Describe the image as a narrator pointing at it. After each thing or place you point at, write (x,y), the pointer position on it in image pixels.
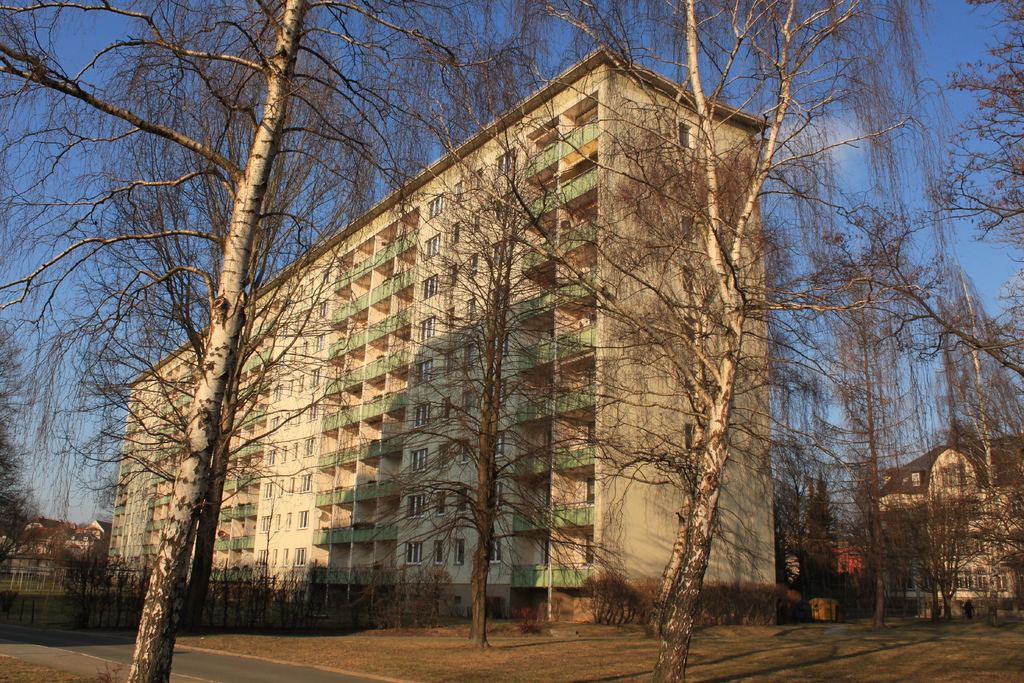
In this image we can see dry trees (985,393). Behind the trees (692,560), we can see fence (395,597), plants (629,598) and buildings (500,394). At the top of the image (109,30), we can see the sky (920,163).
